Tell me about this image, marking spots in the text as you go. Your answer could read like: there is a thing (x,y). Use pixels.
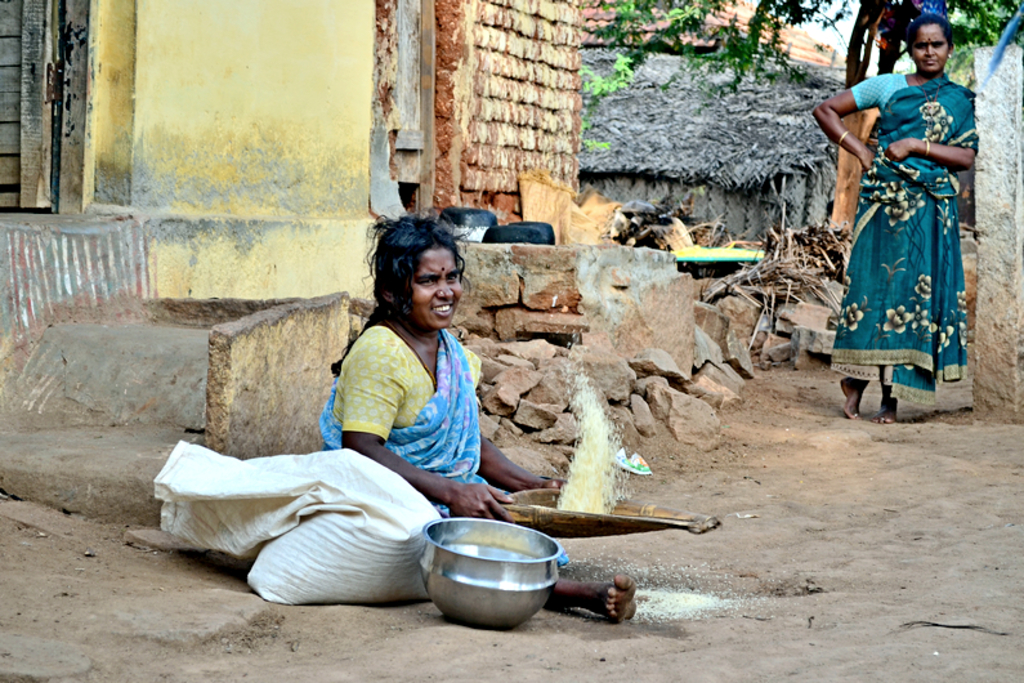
In this picture we can see two women (412,338), one is standing and another person (415,390) is seated, beside to her we can find a bag (356,541) and a bowl (476,554), in the background (540,455) we can see few houses (325,184), trees (587,90) and rocks (656,360).
